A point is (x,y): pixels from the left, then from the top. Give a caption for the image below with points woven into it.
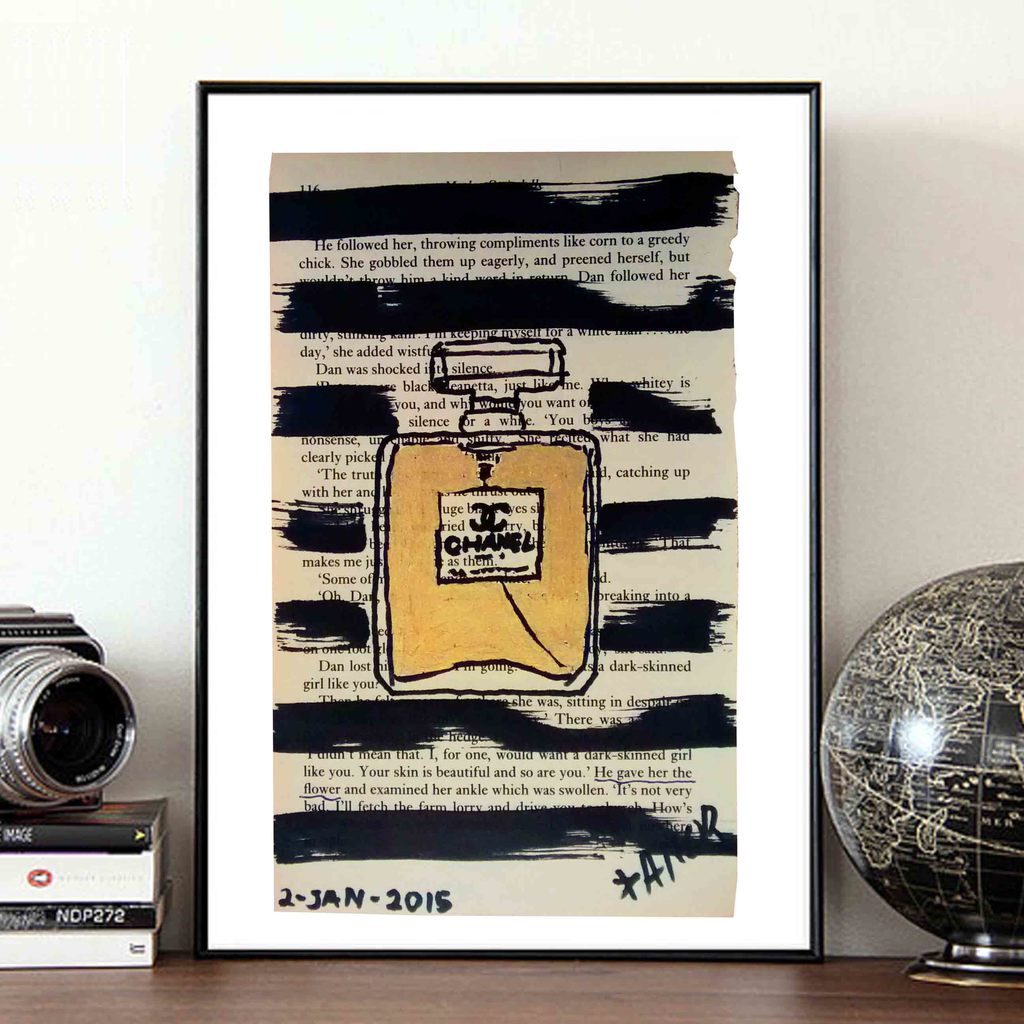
As we can see in the image there is a photo frame (760,737) on which there is a matter (347,787) written and it is scribbled with a black paint (408,726) and in between there is a bottle of perfume (466,460) drawn on it on which its written "Chanel" and beside the photo frame (218,777) there is a camera (48,735) which is kept on books (111,839) and on the either side of the photo frame (713,701) there is a globe (944,864) and it is kept on the table (603,1009).
